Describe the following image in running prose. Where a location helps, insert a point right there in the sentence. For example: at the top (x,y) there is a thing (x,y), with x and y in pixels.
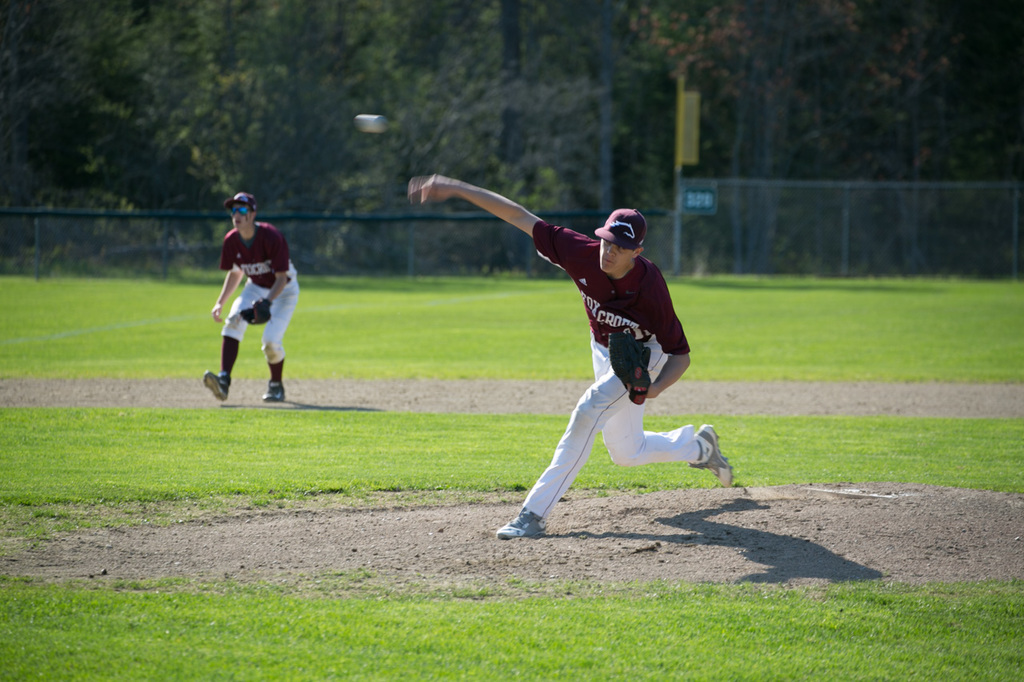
In this picture we can see 2 men (256,257) in a grass field (255,472). The right side person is throwing a ball (370,123) at someone.
